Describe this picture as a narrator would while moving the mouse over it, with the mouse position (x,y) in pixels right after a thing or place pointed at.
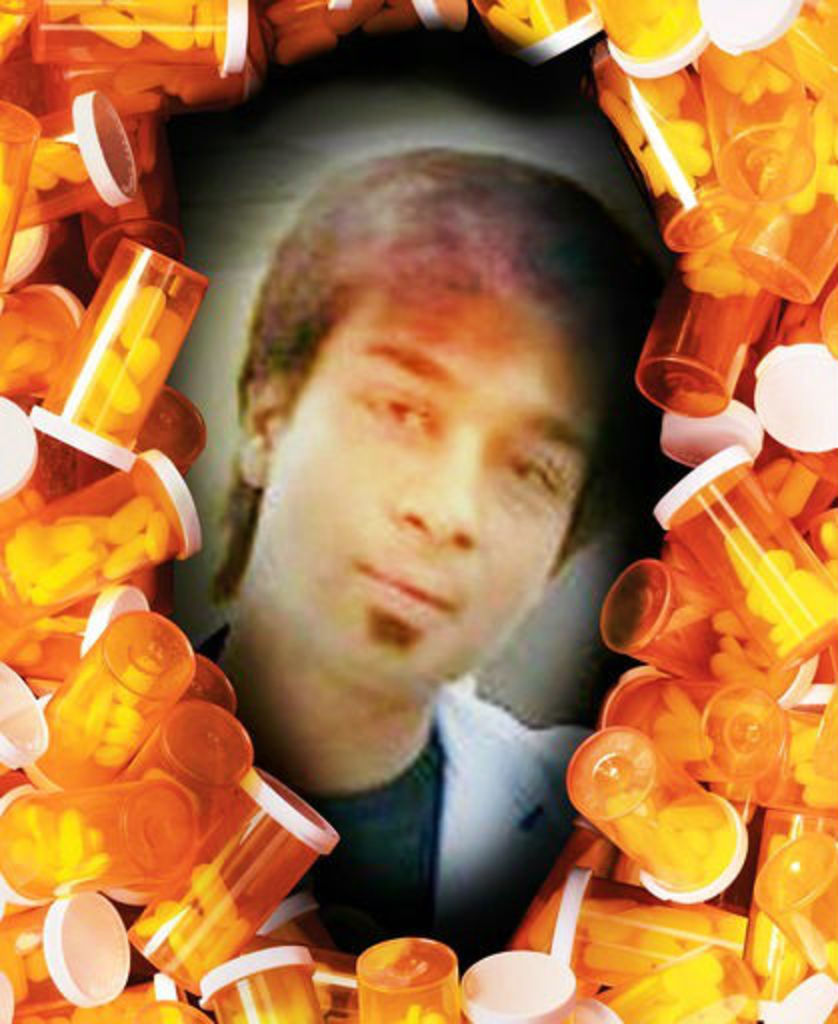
In this image I can see the person's photo (401,485). To the side of the photo (266,390) I can see many bottles (672,840) and few pills (135,326) in it.
